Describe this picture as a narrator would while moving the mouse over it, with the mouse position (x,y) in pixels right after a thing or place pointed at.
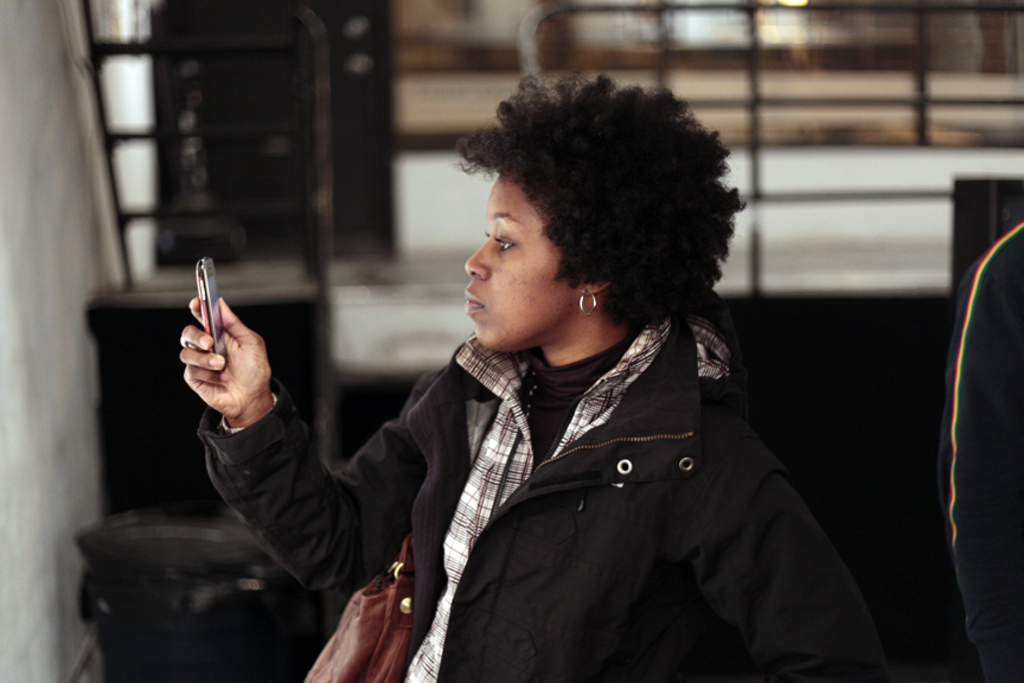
In this picture we can see a woman (721,590) carrying a bag (357,604) and holding a mobile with her hand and beside to her we can see a person (1006,255) and in the background (181,166) we can see some objects (321,208) and it is blurry.
